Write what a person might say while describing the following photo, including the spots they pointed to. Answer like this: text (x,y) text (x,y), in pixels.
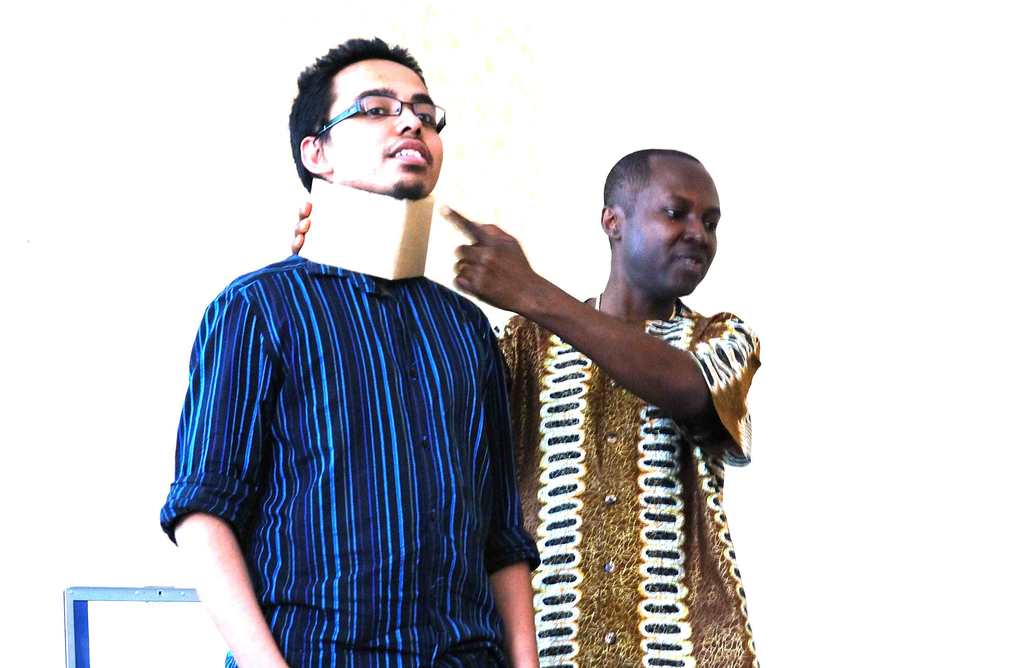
In this image there are two men (476,447) standing and he is wearing a neck pad (343,223) and spectacles (343,119), and there is a white background (940,513). And at the bottom (76,599) there is a metal object (70,594).
